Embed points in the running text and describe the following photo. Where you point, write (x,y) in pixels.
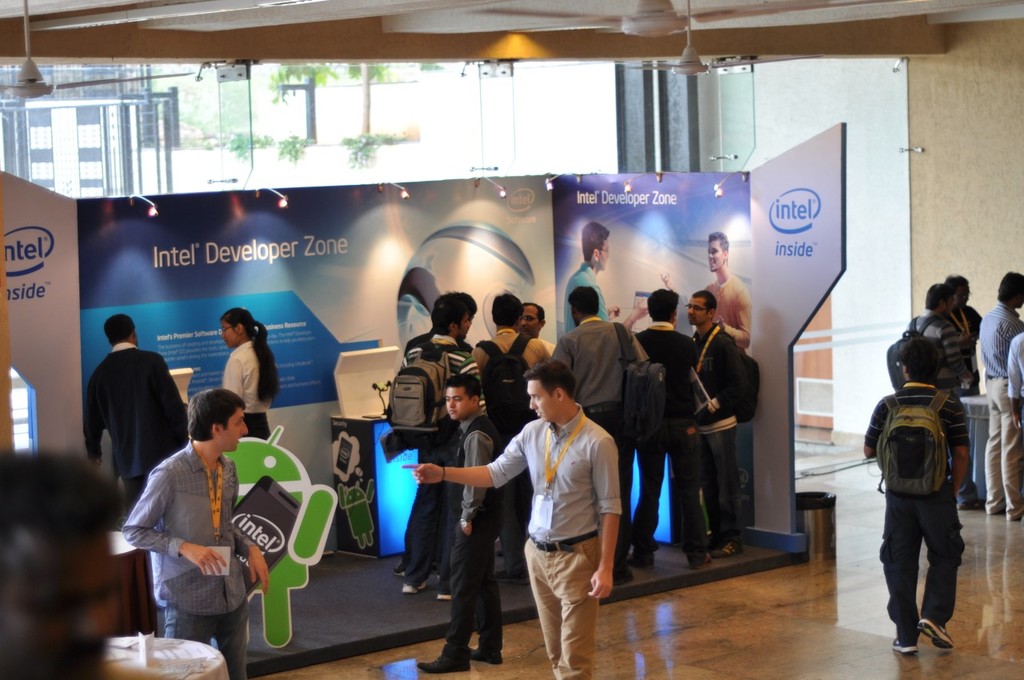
In this image I can see group of people (416,577) standing and wearing bag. Background (193,293) I can see a banner (243,285) in blue and white color, glass door (321,158) and trees (369,151) in green color.
